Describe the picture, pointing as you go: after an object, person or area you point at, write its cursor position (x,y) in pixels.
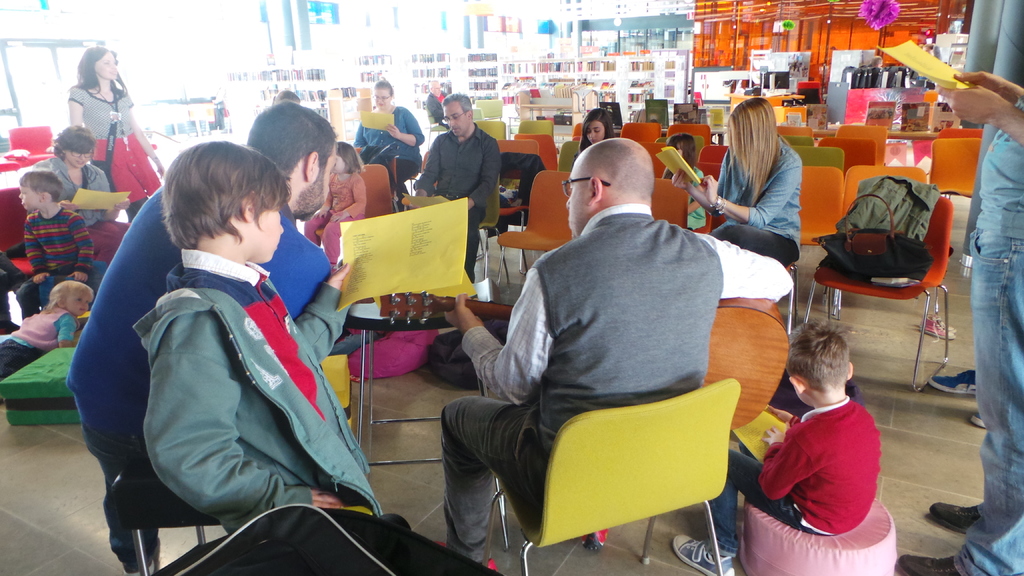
there are many people (284,345) sitting in the chairs (583,445) in this picture. Some of them were children (814,452) and there are men (620,282) and women (724,210) in this group (342,155). In the background (847,162) we can observe empty chairs (836,150) here.
